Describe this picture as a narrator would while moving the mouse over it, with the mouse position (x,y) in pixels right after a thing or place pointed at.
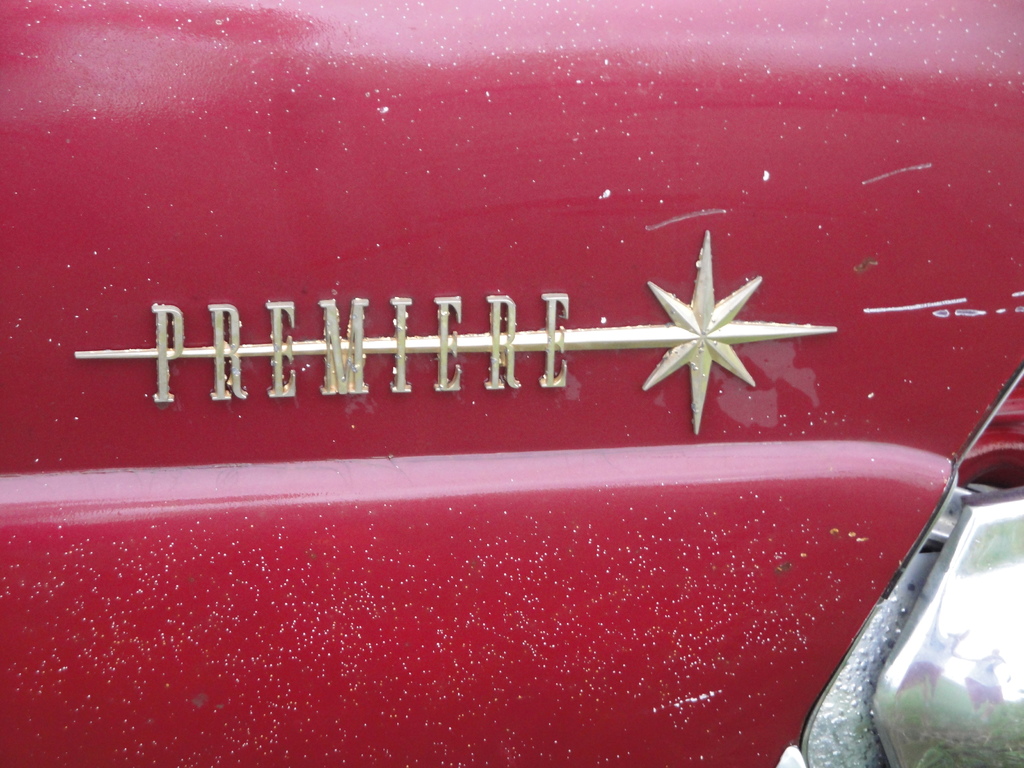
In this picture we can see a red color vehicle (1002,586) with a name (160,371) and a symbol (585,340) on it.
